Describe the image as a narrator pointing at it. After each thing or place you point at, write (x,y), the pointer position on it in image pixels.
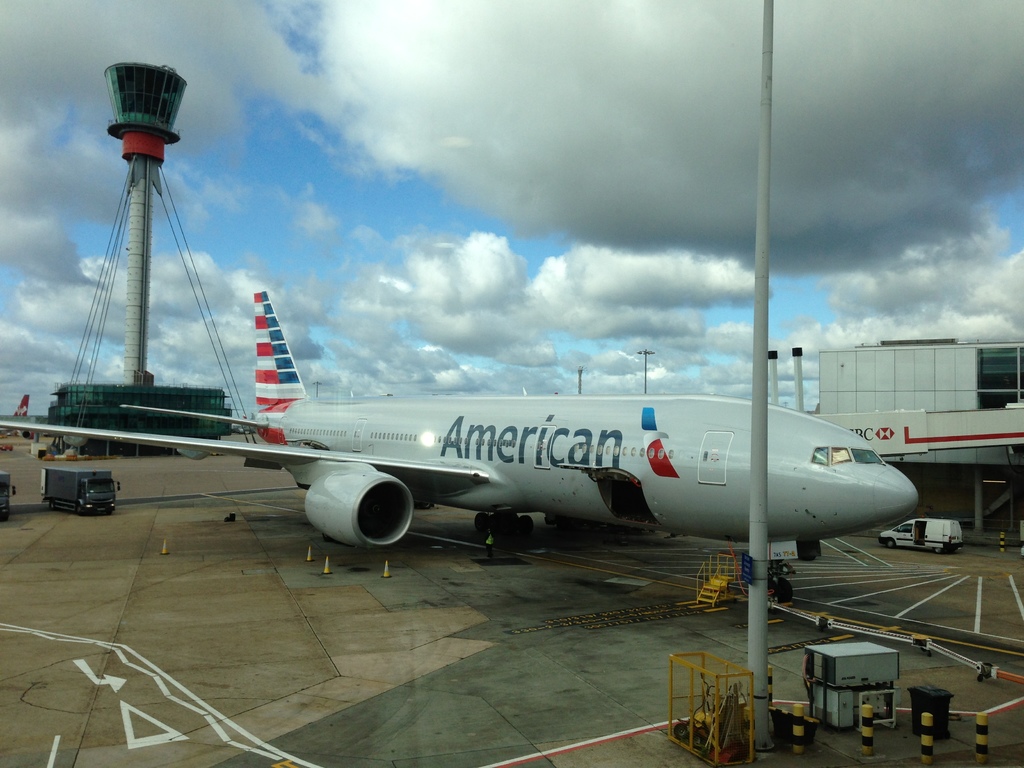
In the image there is an airplane (527,460) on the land (396,603) and beside it there is a building (1001,467) with a van (932,534) in front of it, there is pole (765,69) on the right side (755,488) and in the back (161,106) there is tower (161,106) with truck (103,479) in front of it and above its sky (425,190) with clouds (640,189).
